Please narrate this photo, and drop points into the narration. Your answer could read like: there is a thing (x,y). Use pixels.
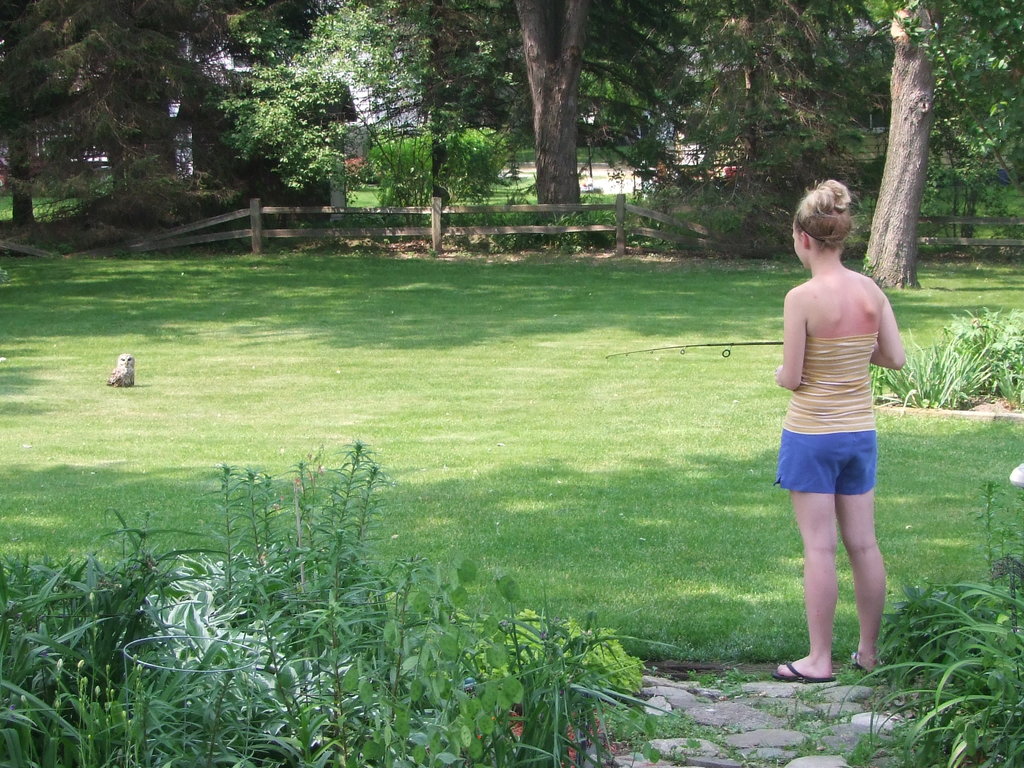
In this picture there is a woman (784,313) standing and holding the fishing rod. At the back (357,234) there is a wooden railing (321,229) and there are buildings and trees (15,204). There is a bird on the grass (173,387). In the foreground (359,617) there are plants (1002,531) and stones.
